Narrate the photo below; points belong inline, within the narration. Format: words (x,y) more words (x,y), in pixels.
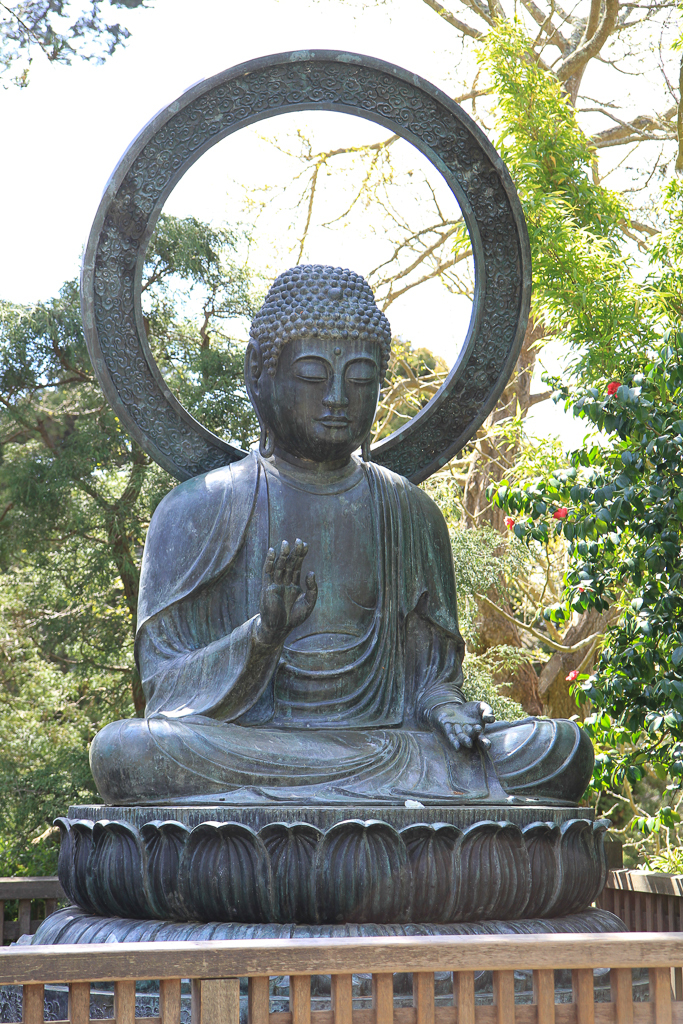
In this image we can see a statue (399,673), there are some trees (616,418), flowers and the fence (533,1004), in the background (208,24), we can see the sky (184,35).
